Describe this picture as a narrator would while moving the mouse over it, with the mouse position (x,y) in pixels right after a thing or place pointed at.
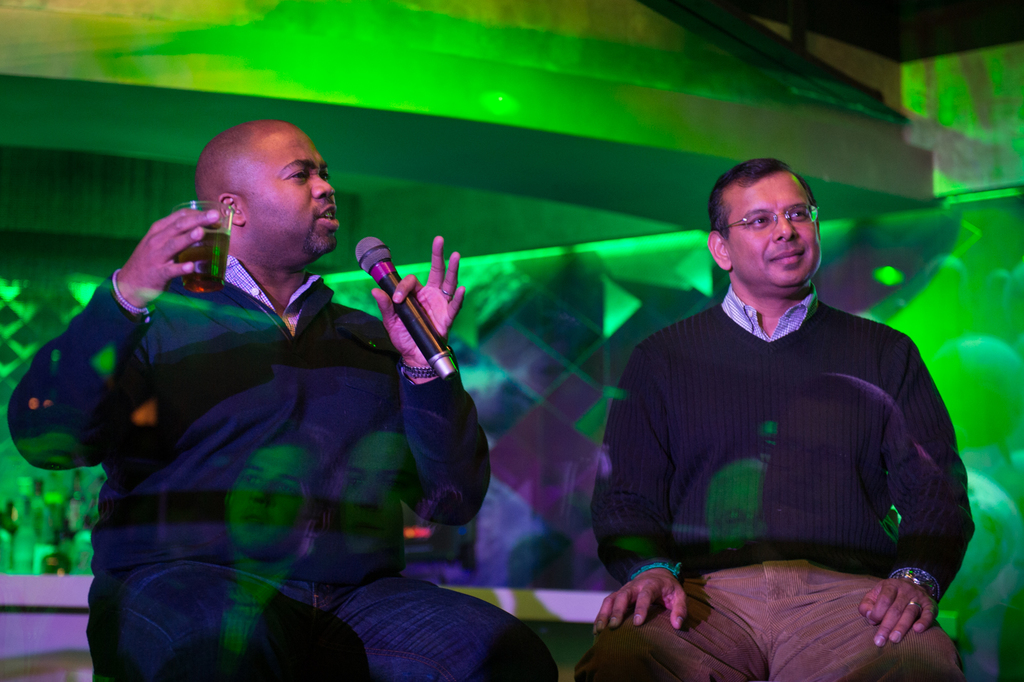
In front of the image there are two people (766,477) sitting in chairs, one of them is holding a glass of drink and a mic (418,315) in his hand (147,266), behind them there is a wall (513,81) and there are focus light (290,74) around, in this image we can see the reflection (368,505) of few people (371,479), in the background of the image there are few bottles (56,557).
